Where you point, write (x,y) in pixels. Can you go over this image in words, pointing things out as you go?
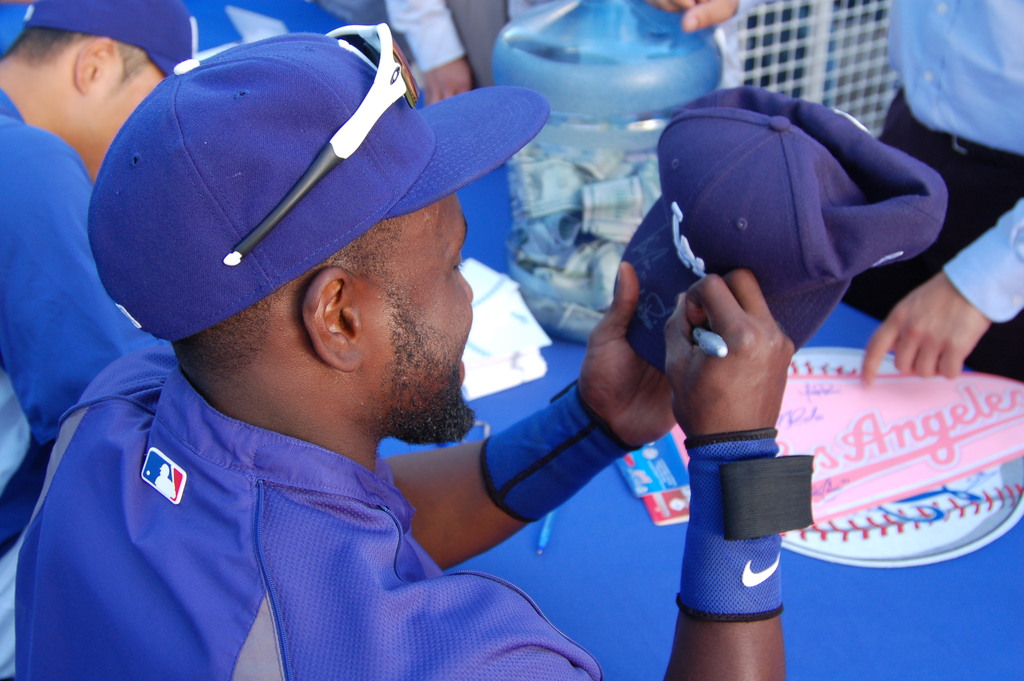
In the image there is a man (312,239) in blue jersey (352,656) and cap (167,117) over his head (302,167) signing on another cap (790,98) and behind there are many people (87,163) standing the table (914,647) with a plate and a bottle of cash (590,151) on it.
